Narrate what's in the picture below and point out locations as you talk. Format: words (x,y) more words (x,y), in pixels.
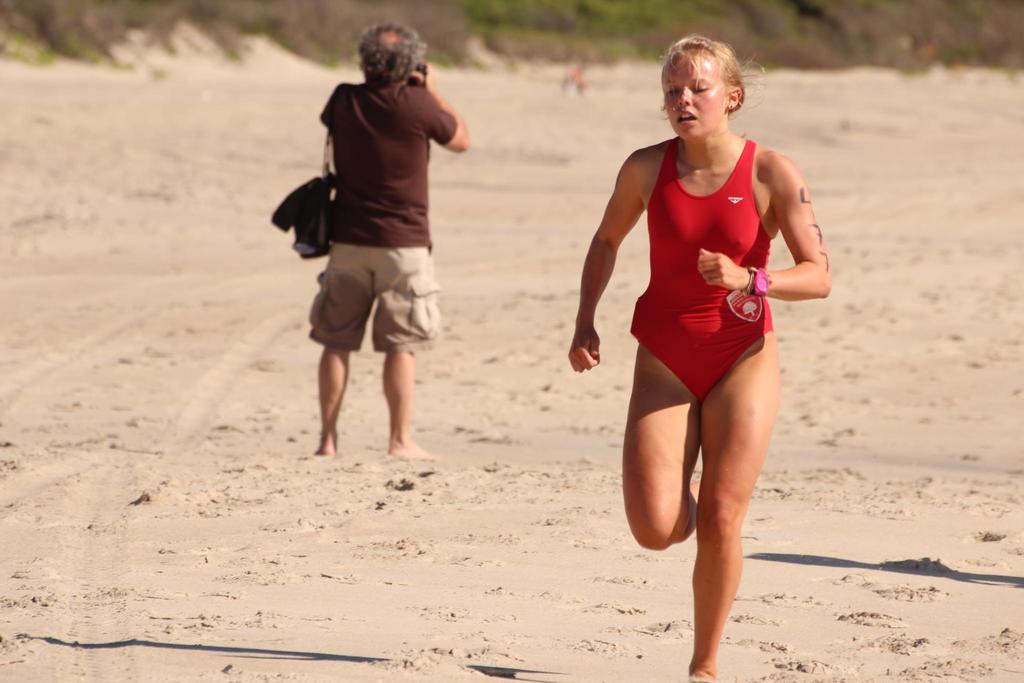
In this picture there is a lady (668,274) on the right side of the image (736,417), it seems to be she is running and there is a man (373,144) in the image, there is greenery (621,51) at the top side of the image (572,11).
